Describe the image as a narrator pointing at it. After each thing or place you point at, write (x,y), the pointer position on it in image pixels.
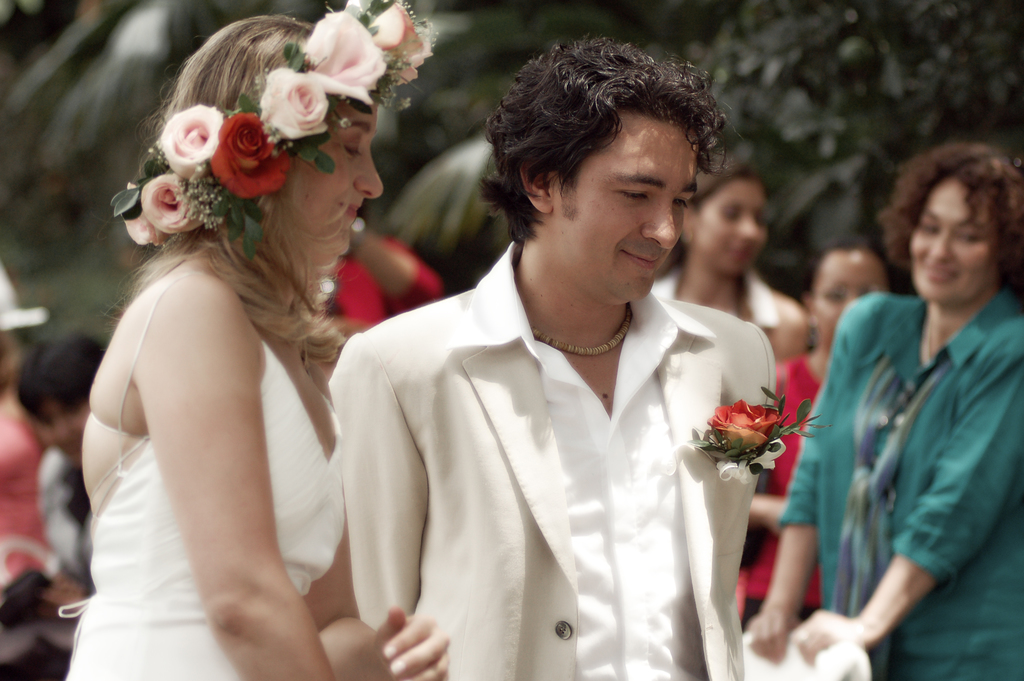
In this image we can see few people (474,376), a person (838,411) is holding a cloth (799,665) and in the background (795,117) there are few trees (837,133).
